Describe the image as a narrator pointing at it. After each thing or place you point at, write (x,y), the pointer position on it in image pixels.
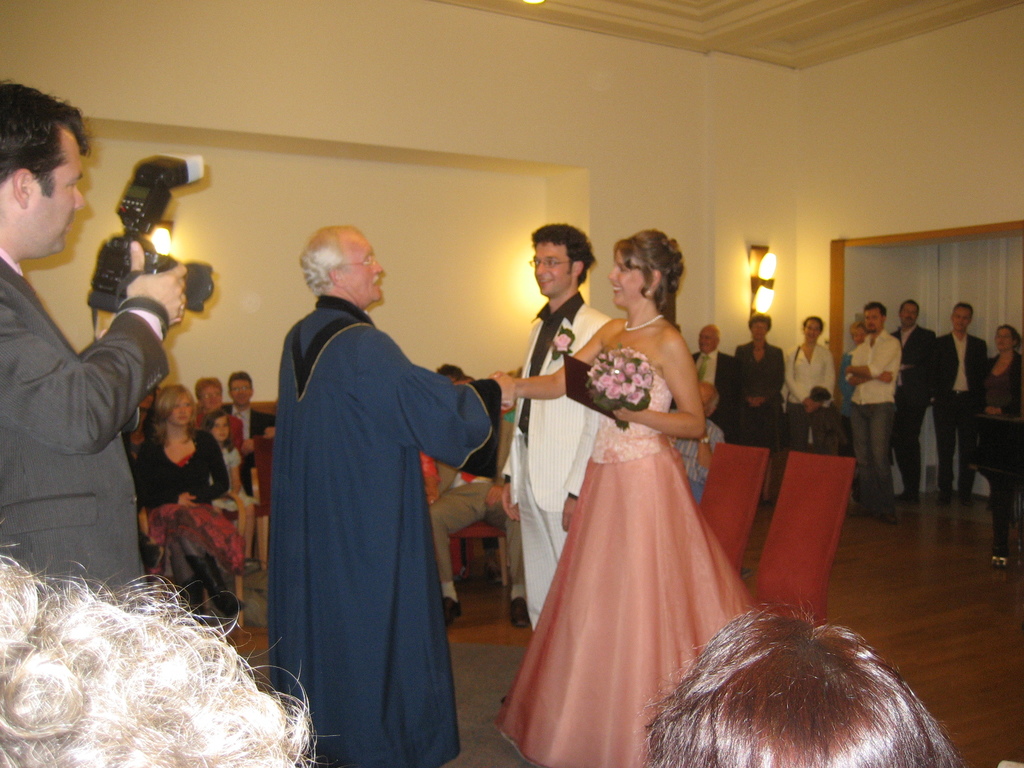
In the center of the image (671,474) we can see three people (709,581) standing. In that a woman (665,486) is holding a card (617,415) and a bouquet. On the bottom of the image (94,719) we can see some people (756,719). On the left side (116,576) we can see a man (135,528) standing holding a camera (107,270). On the backside (440,471) we can see a group of people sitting on the chairs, some people (787,437) standing on the floor (910,524), some lights (754,289) on a wall (752,170) and a roof (758,16) with a ceiling light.
